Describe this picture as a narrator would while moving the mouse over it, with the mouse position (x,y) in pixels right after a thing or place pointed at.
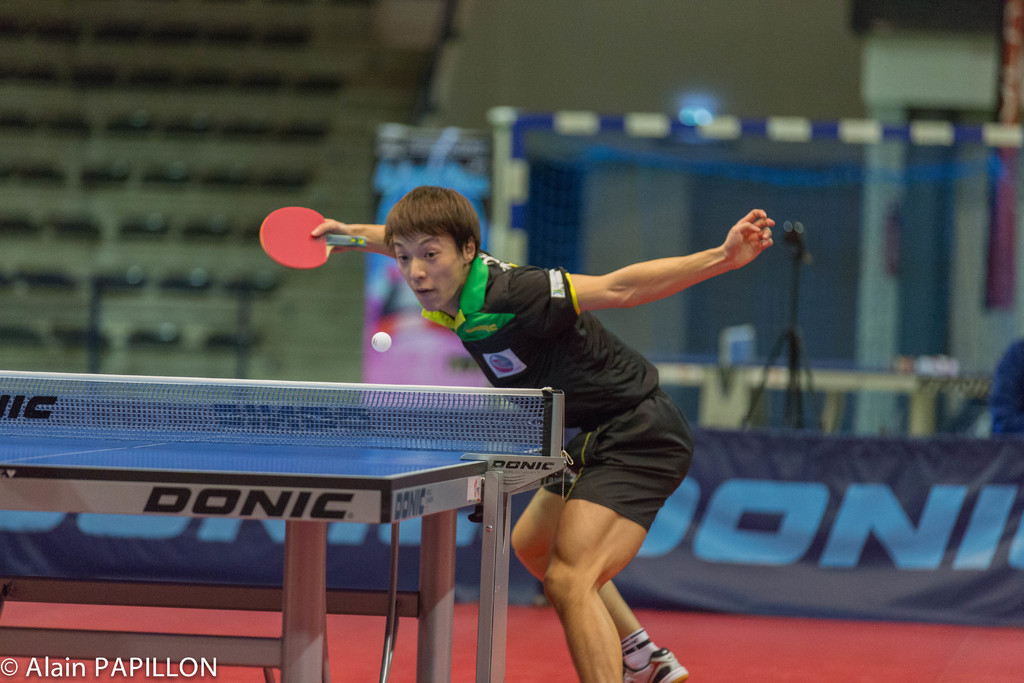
In this image I see a man (595,431) who is holding the bat (274,262) and there is a ball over here, I can also see that there is a table (559,419) in front of him. In the background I can see the banner (439,373).
